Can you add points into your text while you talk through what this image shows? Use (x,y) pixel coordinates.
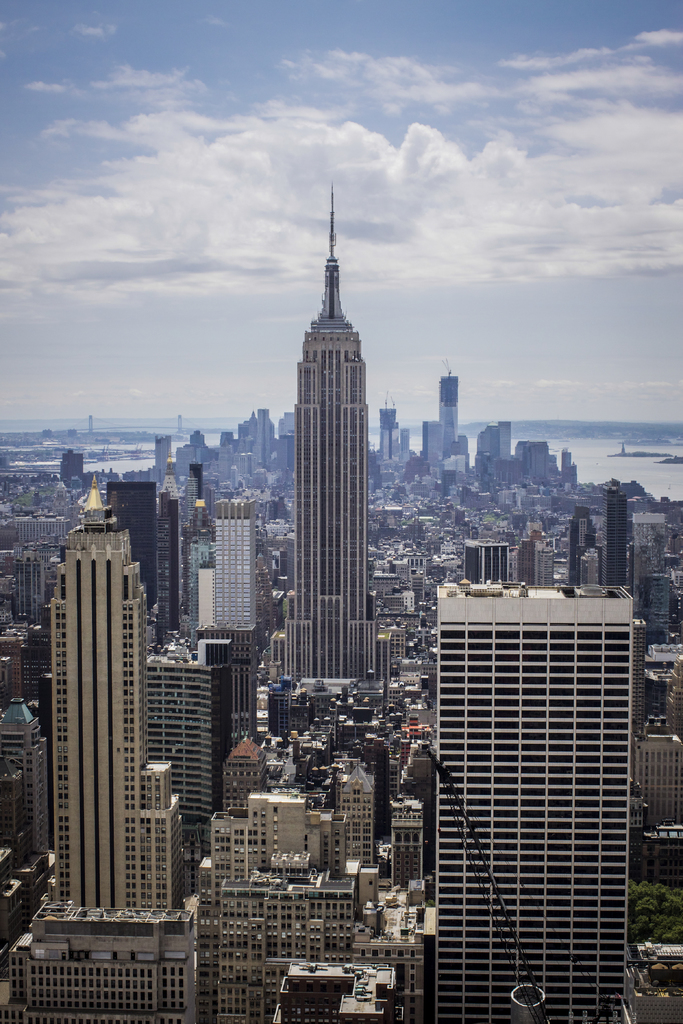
The picture is an aerial view of a city (456,629). In this picture there are skyscrapers (225,581) and buildings (217,519). In the background (596,449) there is water (613,449). Sky (281,195) is little bit cloudy and it is sunny.
